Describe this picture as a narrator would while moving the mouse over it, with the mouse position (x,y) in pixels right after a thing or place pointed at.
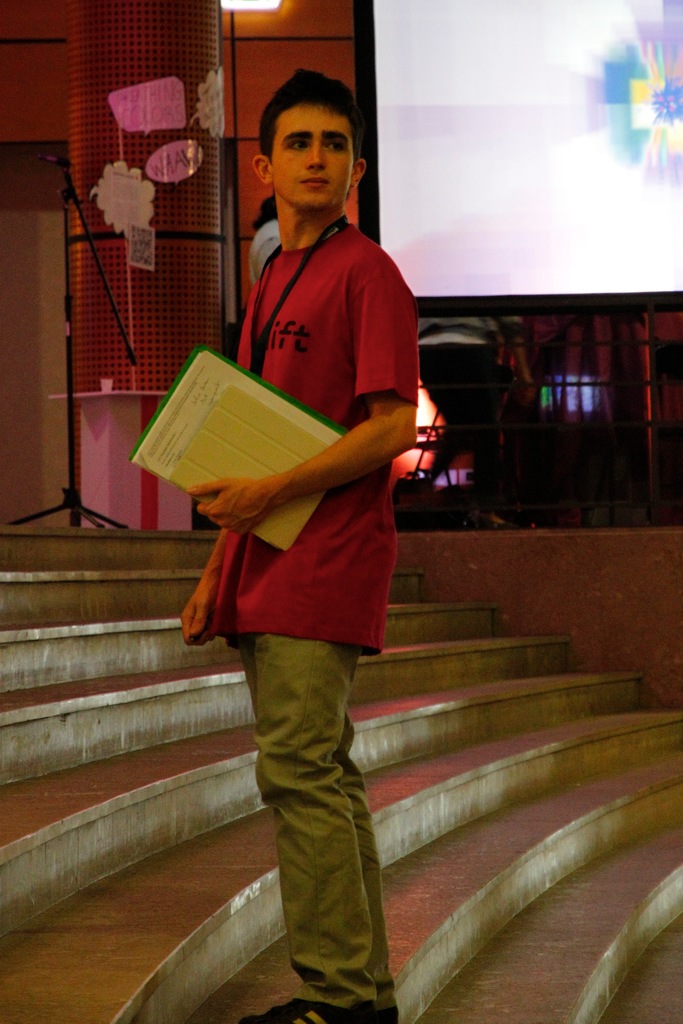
In the picture I can see a man (282,568) is standing and holding some objects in the hand (232,497). In the background (424,239) I can see a projector screen (444,210), lights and some other objects (116,150).
